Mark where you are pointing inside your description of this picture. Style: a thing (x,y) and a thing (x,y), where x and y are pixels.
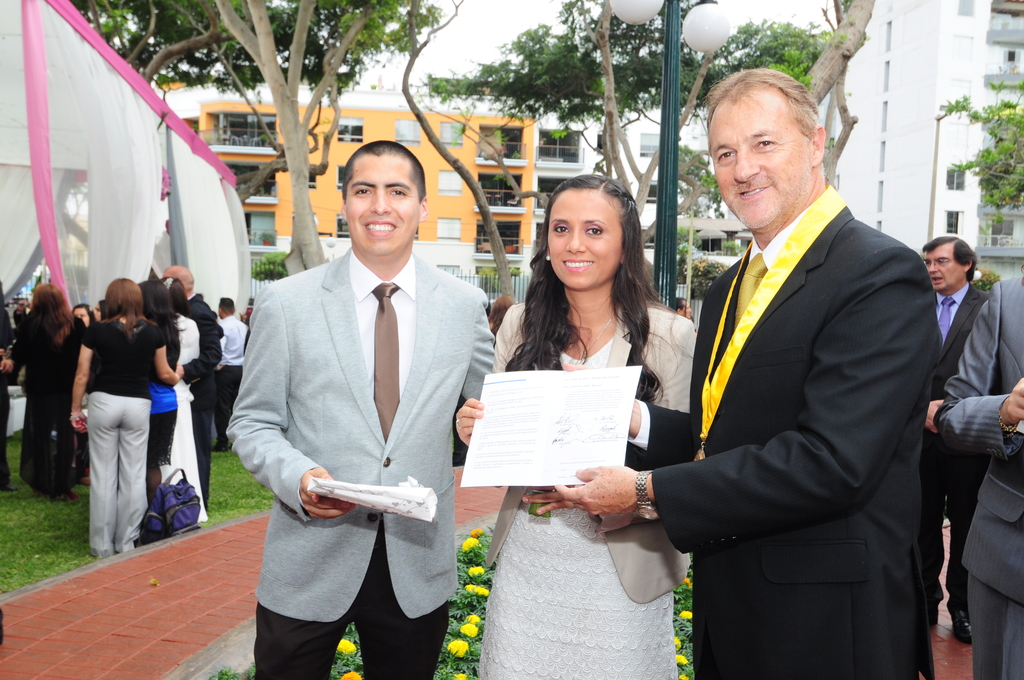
In this image we can see people (640,280) standing and holding an object (557,439), we can see the flowers (472,630) and leaves (464,671), on the left (90,117) we can see the curtains (106,123), near that we can see trees (991,193), grass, after that we can see the fence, we can see the buildings (995,52) in the background (1009,49), at the top (476,26) we can see the sky (484,40).
